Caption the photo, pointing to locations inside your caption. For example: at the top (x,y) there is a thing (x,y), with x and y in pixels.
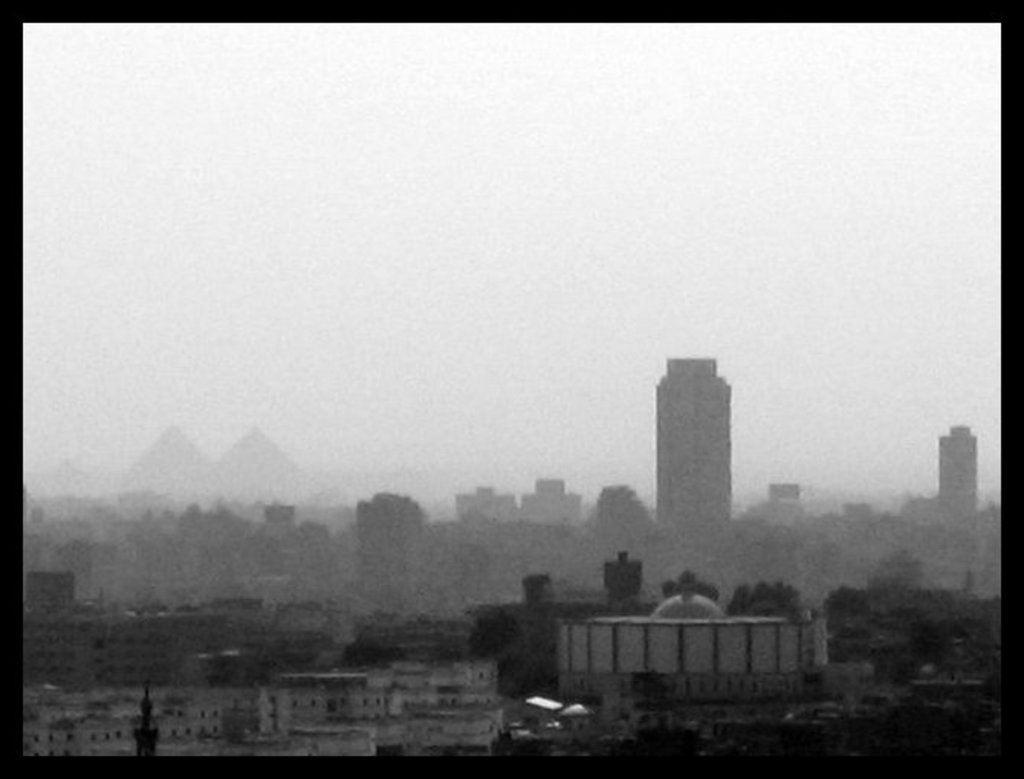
This is a black and white image. In this image, there are buildings (594,668), trees (949,615) and the sky (663,248). We can see black color borders (14,746) in the image.
